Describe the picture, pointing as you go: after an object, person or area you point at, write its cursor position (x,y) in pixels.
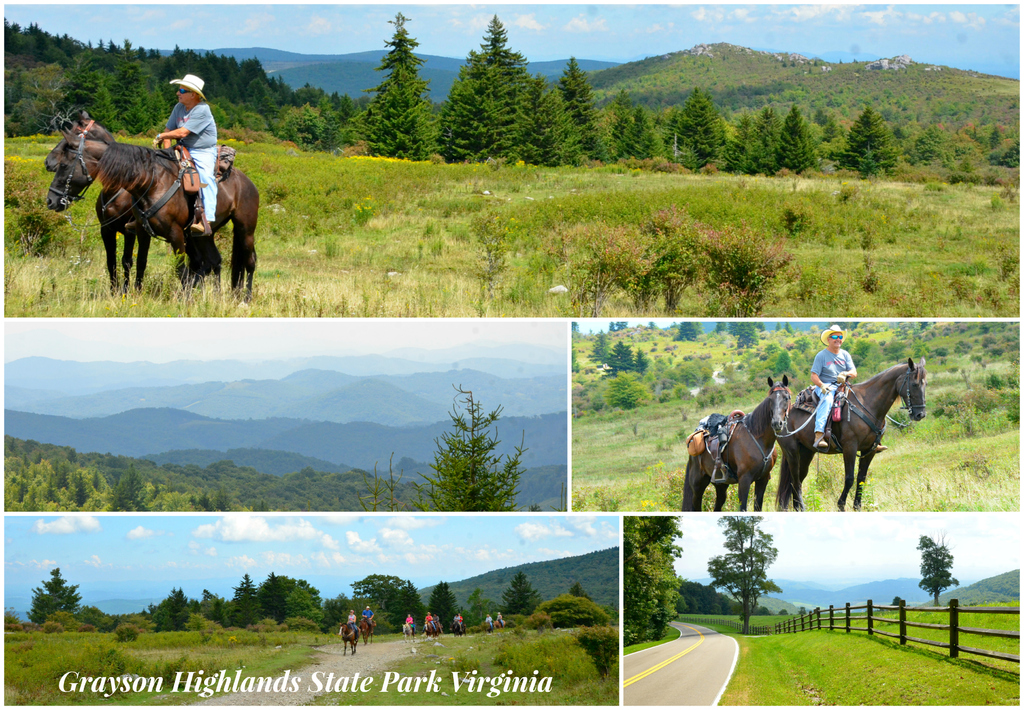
At the top of the image (176,176) there are two horses (168,177) and there is a man (210,128) sitting on the horse (181,213) with a hat (201,85) on his head (193,95). On the ground (891,230) there is grass (906,241) and in the background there are trees (154,71), hills (438,98) and also there is a sky (483,40). In the middle (500,459) left of the image (297,415) there are trees (89,481) and hills (164,435). In the middle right side of the image (871,409) there are two horses (852,418) and a man (831,393) is sitting on a horse (802,439) with a hat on his head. Behind him there are trees (618,384) and on the ground (686,396) there is grass (931,370). In the bottom left corner of the image (91,610) there are many trees (271,602) and there are few people (427,621) sitting on the horses (463,632). At the bottom of that image there is a name (502,675). In the bottom right corner of the image (686,652) there is a road (710,653), fencing (840,614) and also there are tree (709,591).
